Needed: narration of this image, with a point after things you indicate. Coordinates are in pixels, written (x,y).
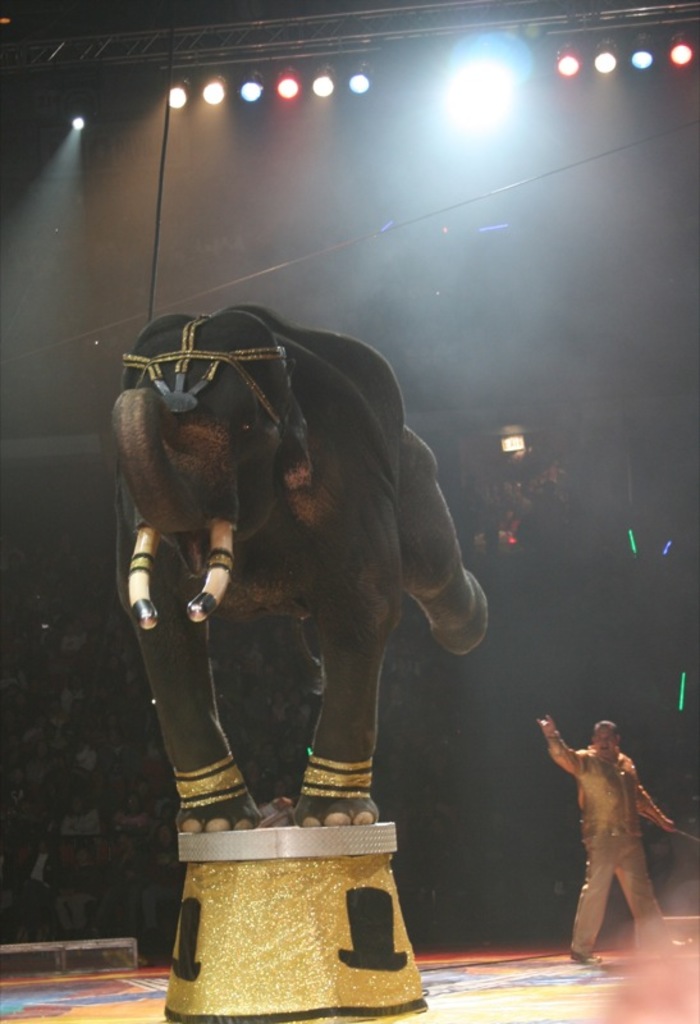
In the picture we can see an elephant (230,593) standing on the pedestal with two legs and behind it, we can see a man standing and on the ceiling (612,14) we can see the light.
